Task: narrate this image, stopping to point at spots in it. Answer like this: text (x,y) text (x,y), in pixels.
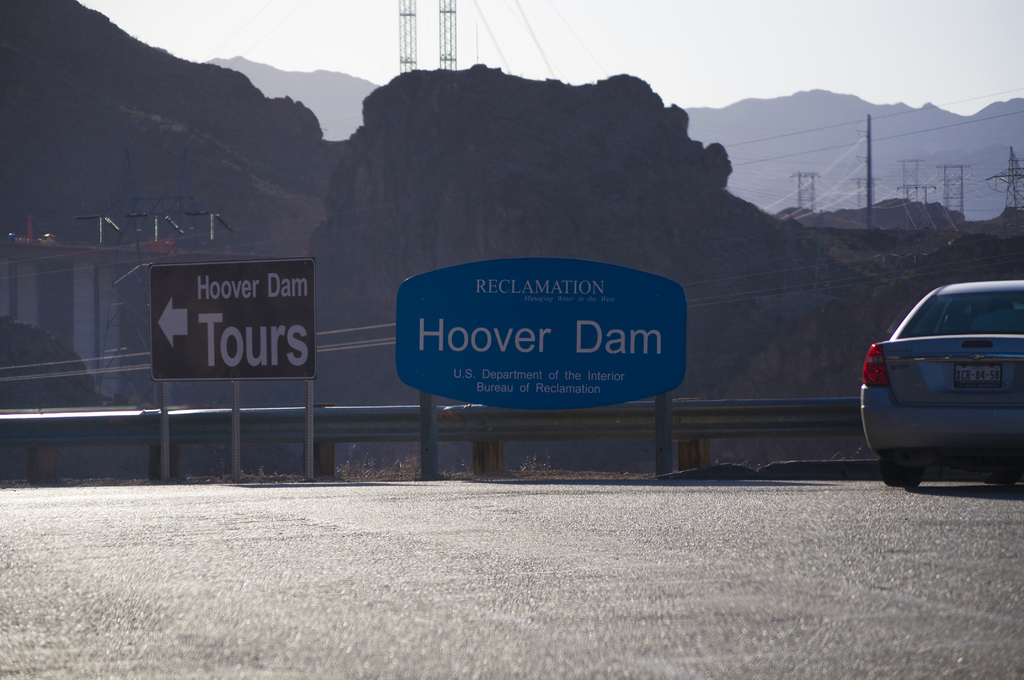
In the image there is a car (956,448) on the right side of road (454,626) with label boards (306,330) in the middle (674,364) and behind there are hills (444,206) with electric poles (917,200) in the back (414,98) and above its sky (371,48).
